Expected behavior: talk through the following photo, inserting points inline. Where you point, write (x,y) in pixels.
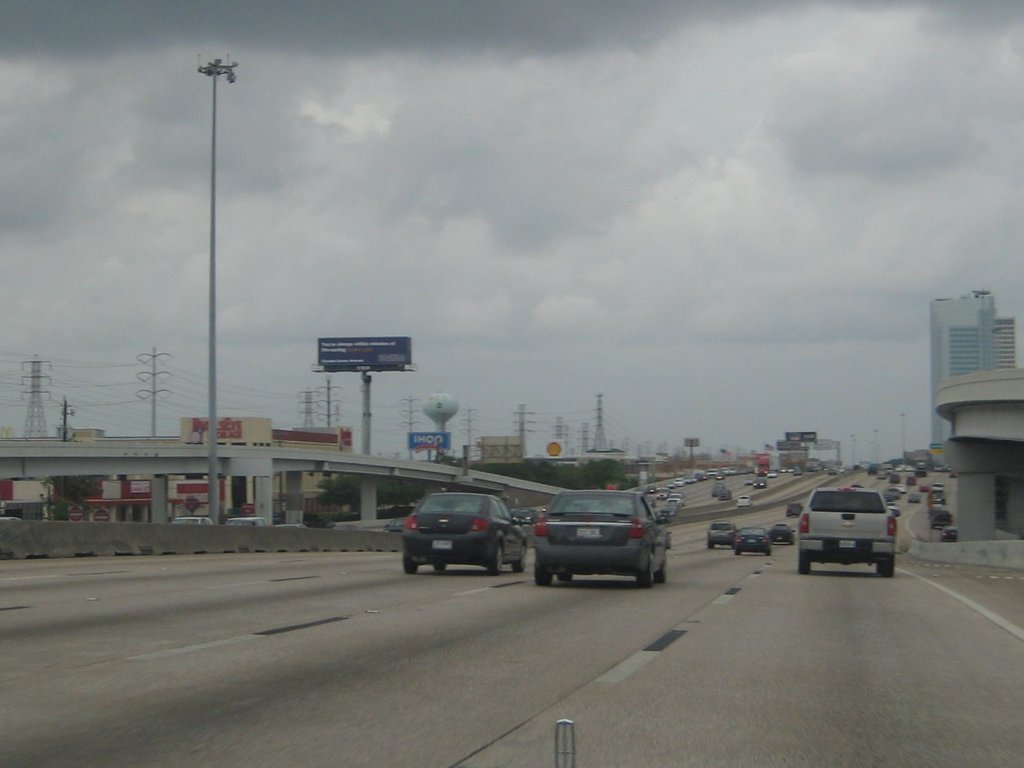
This image is clicked outside. There is sky (493,202) at the top (550,212). There is a bridge (37,452) in the middle (525,496). There are so many vehicles (727,525) moving on the road (919,480). There are buildings (935,316) in the middle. There is a pole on the left side (209,424).
